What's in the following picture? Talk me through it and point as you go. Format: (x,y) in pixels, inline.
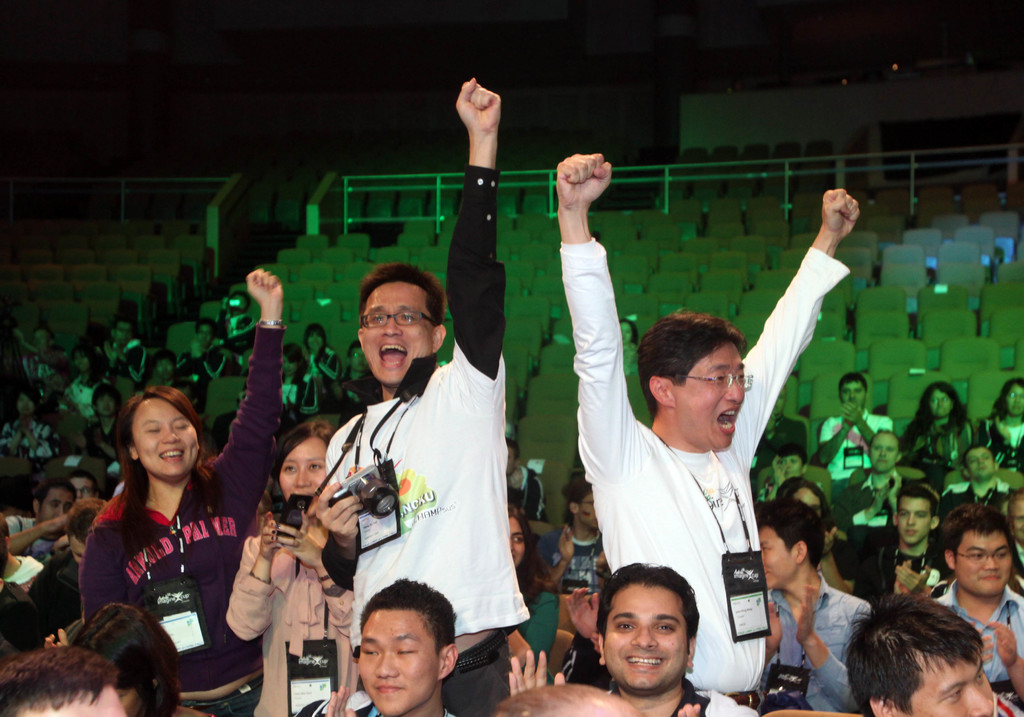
In this picture we can see a person (430,486) holding a camera (363,504) in his hand (349,538). There is a woman (302,553) holding a phone (288,539) in her hand (302,558). We can see a few people (38,624) sitting on the chair (655,300). There are a few lights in the background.
